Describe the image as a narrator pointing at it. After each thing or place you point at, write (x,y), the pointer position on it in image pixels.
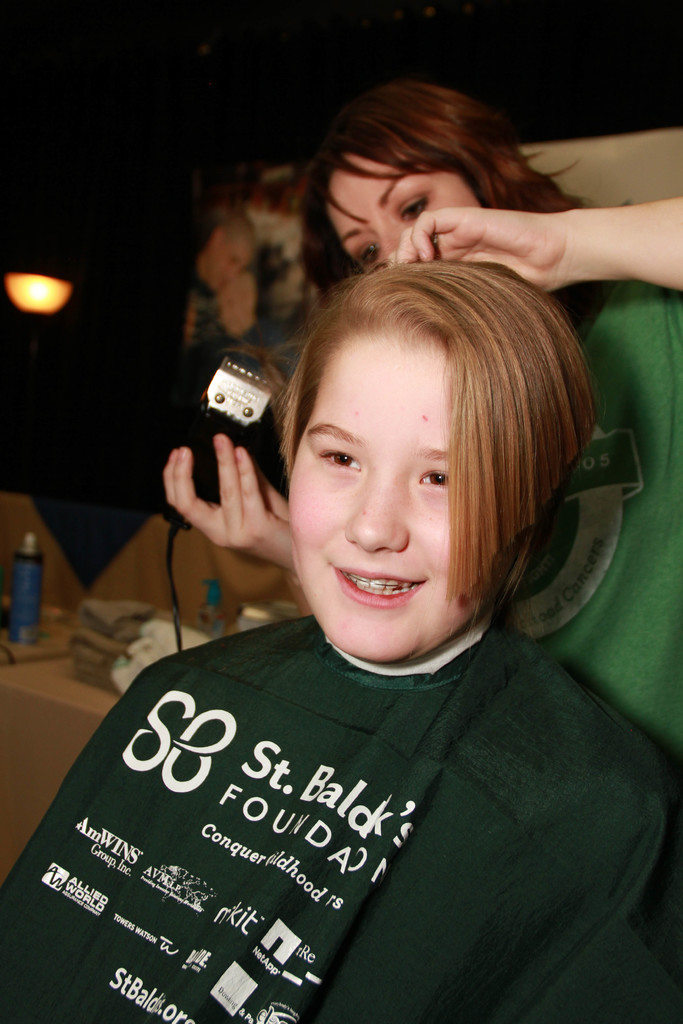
In this image there is a girl (436,454), behind the girl (387,469) there is another girl (365,240) standing and holding some object (217,472) in her hand (214,530) and doing something with the hair (474,367) of the girl (387,649). On the left side of the image (114,661) we can see there are a few objects (128,676) are placed on the table (83,704). The background (111,307) is dark.
